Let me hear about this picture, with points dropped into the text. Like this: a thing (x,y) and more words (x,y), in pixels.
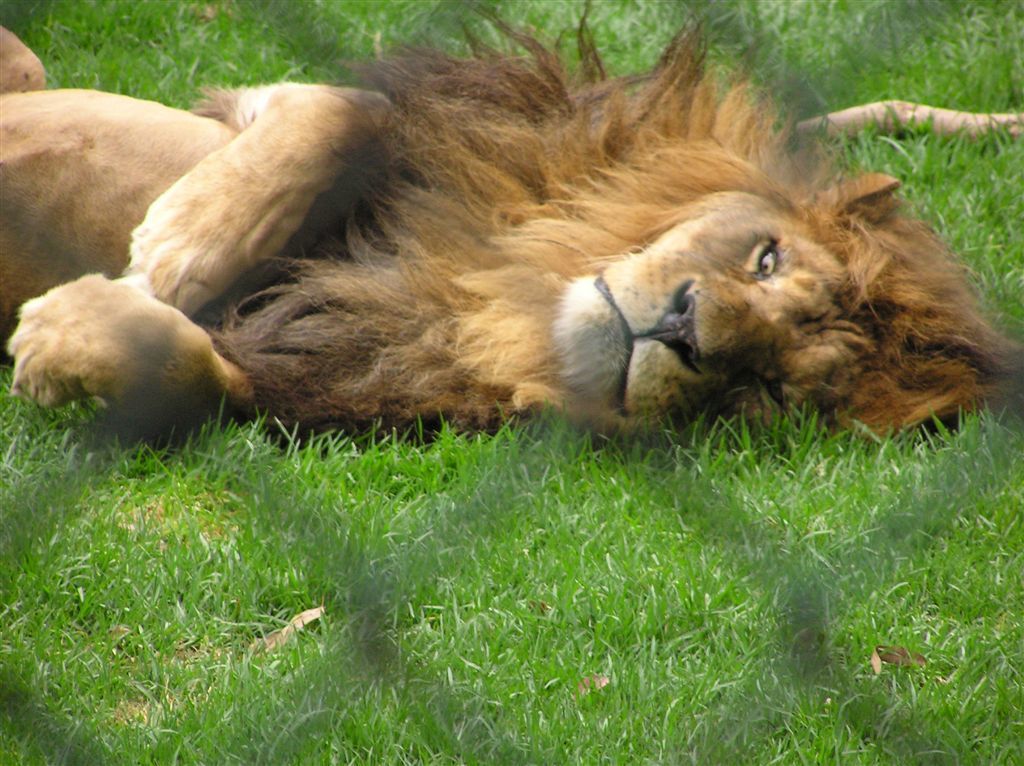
In this image in the center (489,378) there is a lion (255,275), and in foreground (221,471) there is a net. At the bottom (379,522) there is grass (445,557).
